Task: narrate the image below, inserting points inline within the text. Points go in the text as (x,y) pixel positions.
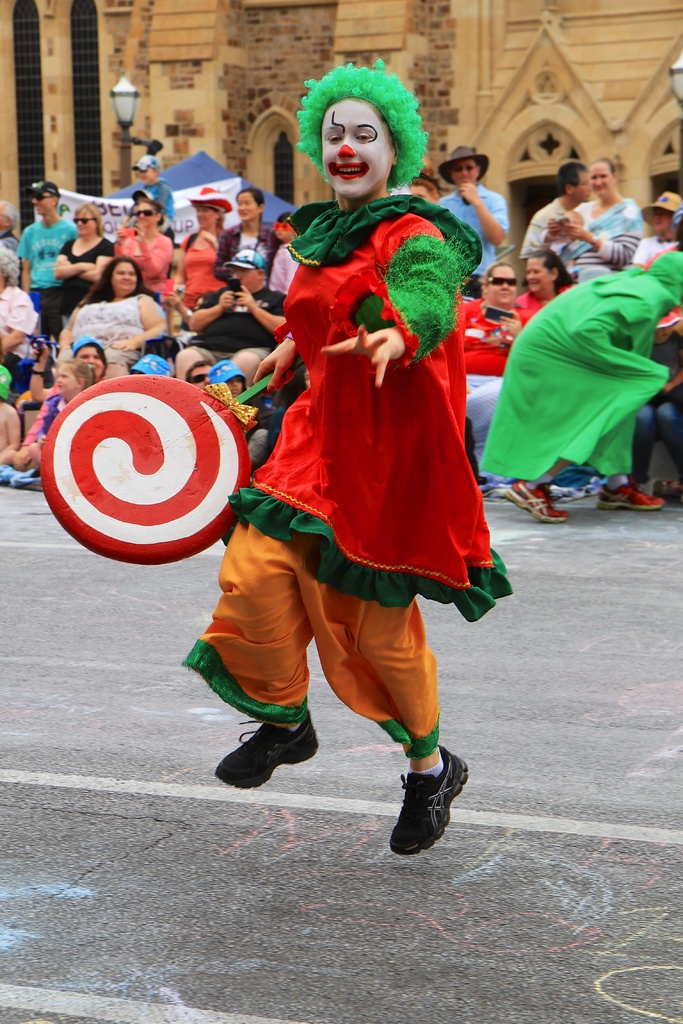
In this image there is a person (325,259) dressed as a clown (378,247) is holding an object (167,555) is flying in the air, behind them there are a few people (471,361) sitting and standing by holding phones (127,232) in their hands (252,297), behind them there is a lamppost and there is a building (150,121).
